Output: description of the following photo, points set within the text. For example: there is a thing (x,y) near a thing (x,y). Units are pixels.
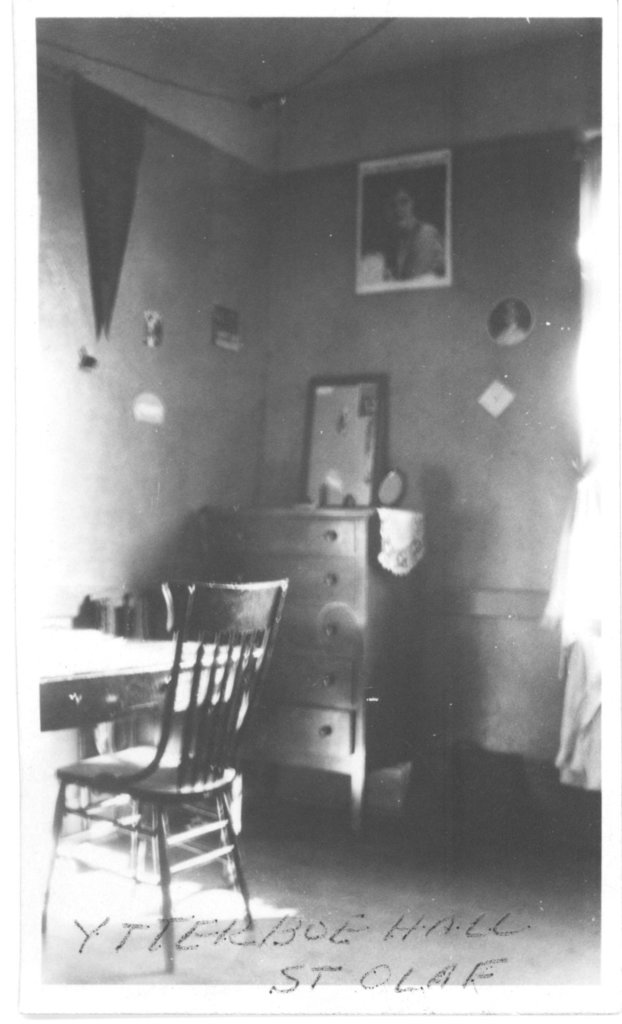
This is a black and white picture. Here we can see a chair (190,722), table (87,645), and a cupboard (317,635). This is wall (286,246) and there is a frame (438,263).
